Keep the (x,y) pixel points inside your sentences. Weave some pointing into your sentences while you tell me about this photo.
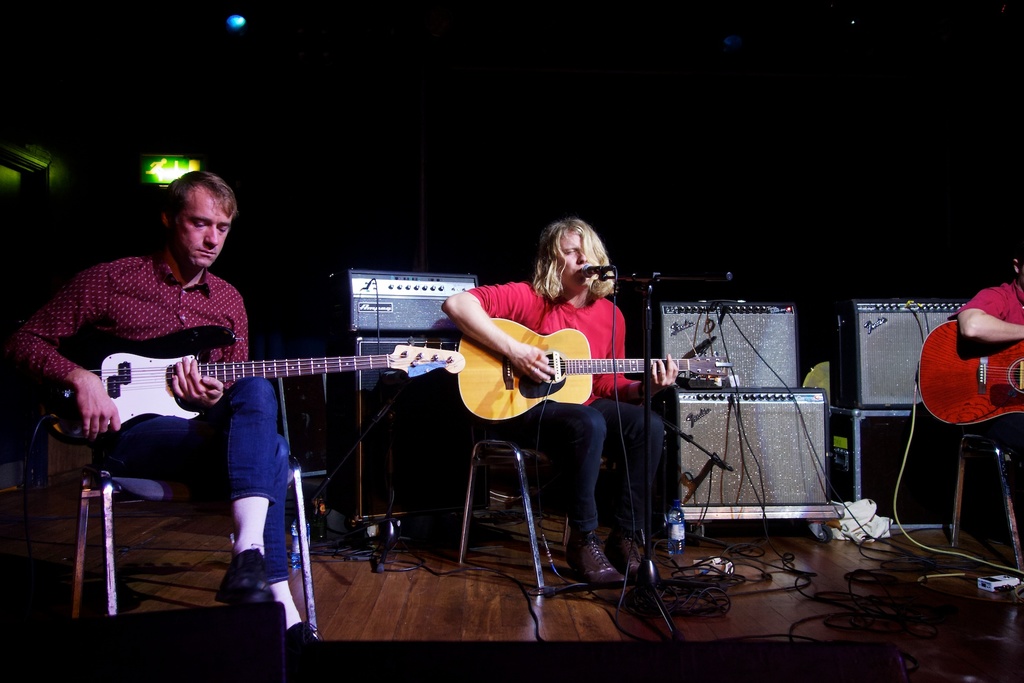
In this picture we can see three persons (627,546) sitting on the chairs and they are playing guitar (973,373). This is floor (737,605) and these are some musical instruments (789,384).
